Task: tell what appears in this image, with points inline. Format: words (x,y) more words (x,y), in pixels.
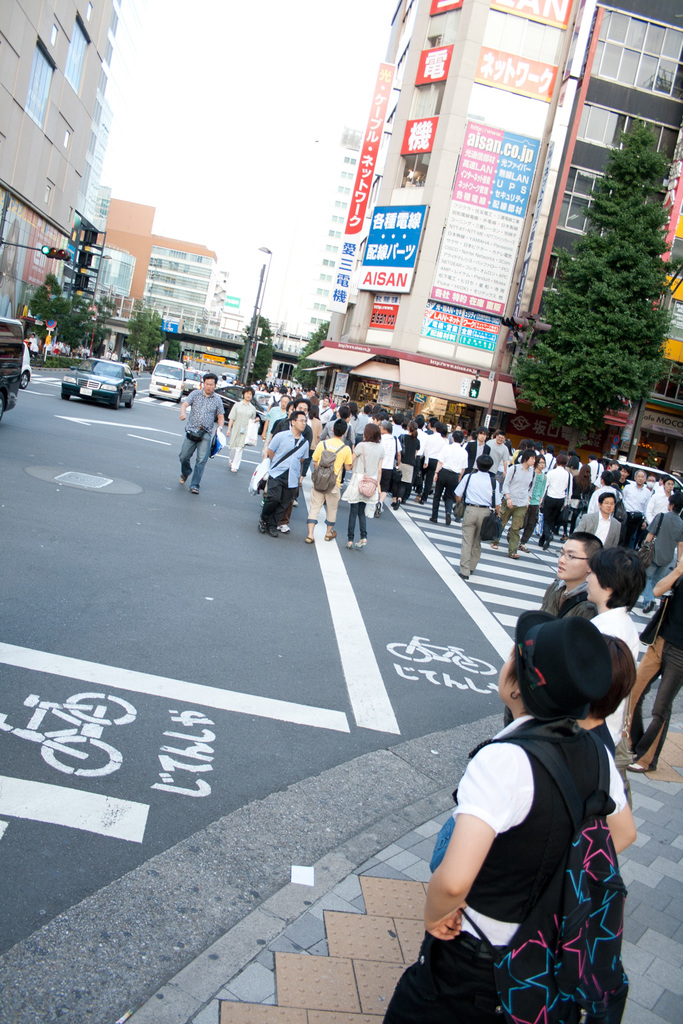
In this image, there are a few people (321,495) and buildings (3,315). We can see the ground (73,477). There are a few poles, trees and some traffic lights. We can also see some boards (473,203) with text (486,192). There are a few vehicles (18,328). We can see the sky (318,159).
